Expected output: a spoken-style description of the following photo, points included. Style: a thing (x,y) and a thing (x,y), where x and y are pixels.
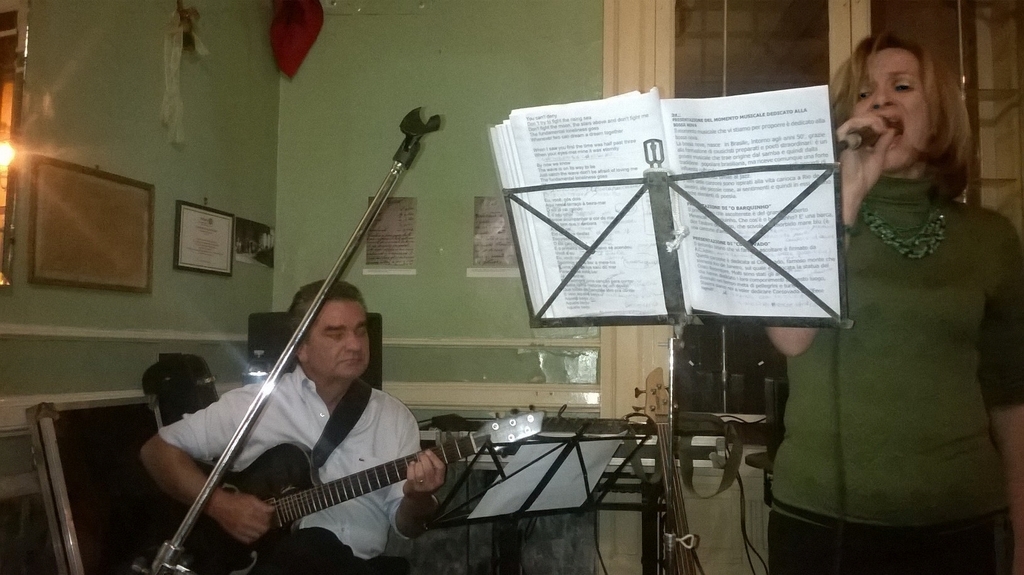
The person (901,348) wearing green dress (923,338) is standing and singing in front of mic (871,129) and there is a book stand (704,208) in front of her and there is a other person (315,400) sitting and playing guitar (379,468) beside her.
